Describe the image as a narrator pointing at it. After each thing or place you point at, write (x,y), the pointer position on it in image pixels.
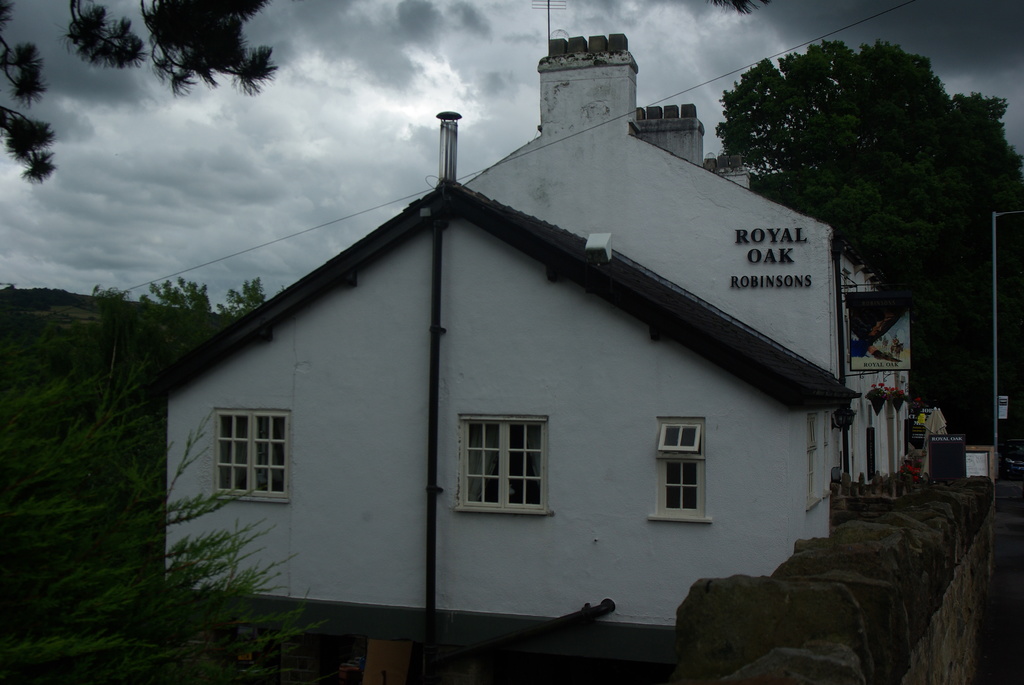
In this picture I can observe a house (453,304). I can observe some text (778,280) on the right side (779,261) on the wall (779,262). In the background (125,351) there are trees (837,131) and I can observe clouds (266,138) in the sky (314,153).
